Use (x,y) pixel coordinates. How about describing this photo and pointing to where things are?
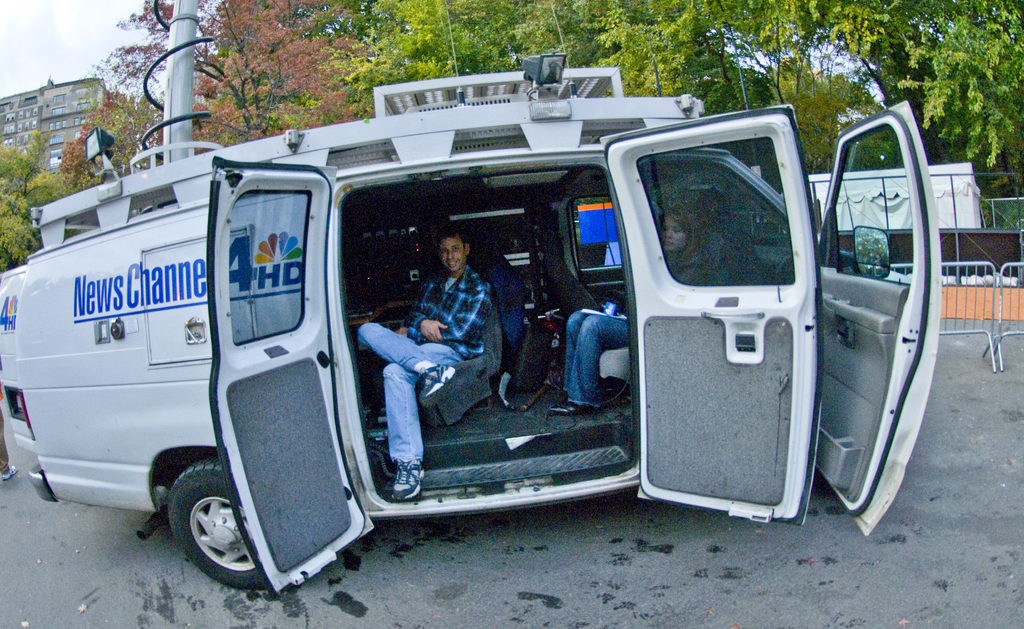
In the picture we can see a news channel vehicle (175,140) and its doors (319,257) are opened inside we can see a man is sitting on the chair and smiling and one person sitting behind him and in the background (24,107), we can see a railing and trees (65,193) and behind it we can see a building (51,151) with windows (39,119) to it and behind it we can see a sky (36,84).
